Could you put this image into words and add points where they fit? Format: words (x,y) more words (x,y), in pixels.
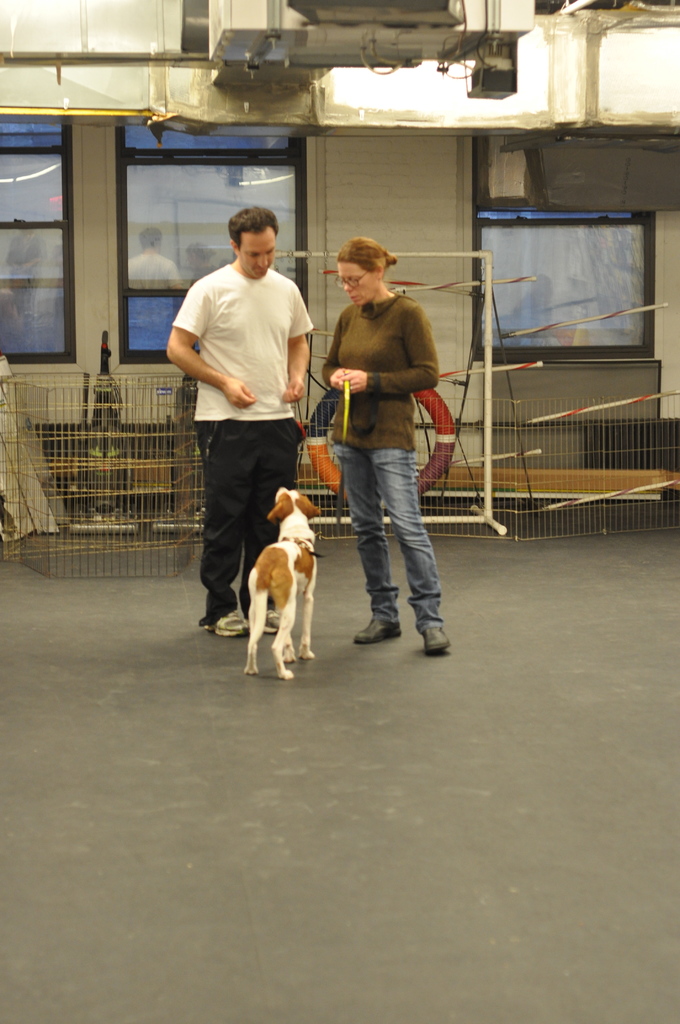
Here in this picture we can see a couple (295,395) standing on the floor (202,657) over there and in front of them we can also see a dog (267,565) present, behind them we can see some wire pens (181,406) present and we can see some windows (4,265) on the building (493,139) over there and we can also see a ring (438,445) present over there.
